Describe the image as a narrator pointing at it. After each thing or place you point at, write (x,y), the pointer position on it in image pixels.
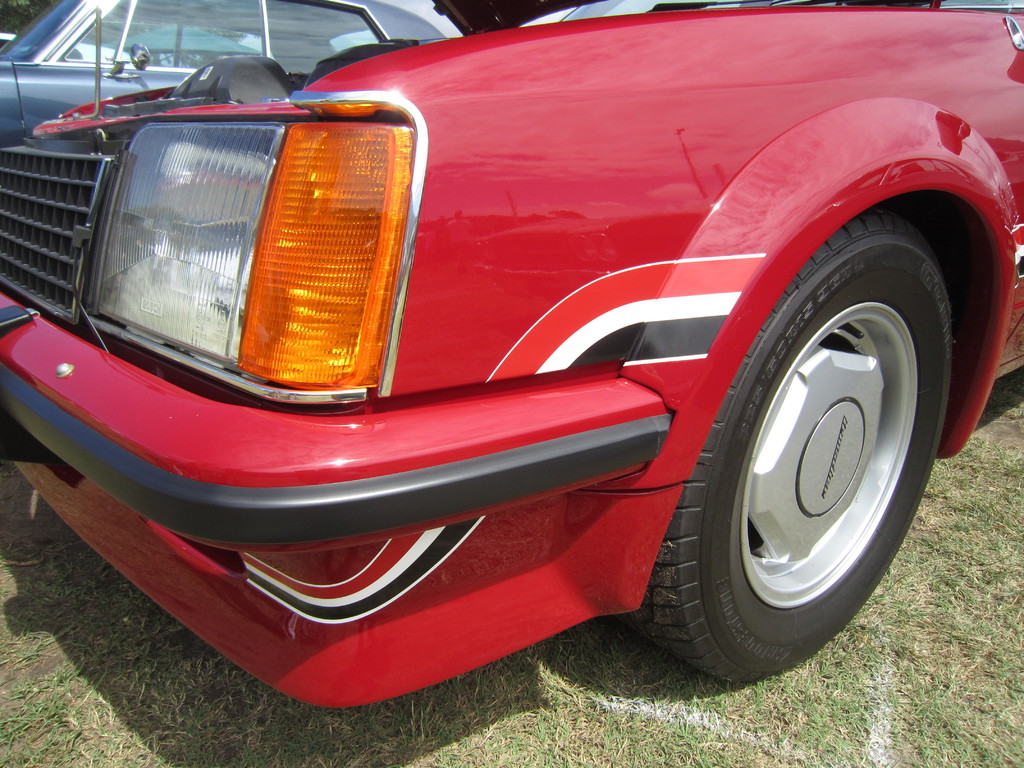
In this picture we can see the cars (416,134) are present on the ground (539,744).
